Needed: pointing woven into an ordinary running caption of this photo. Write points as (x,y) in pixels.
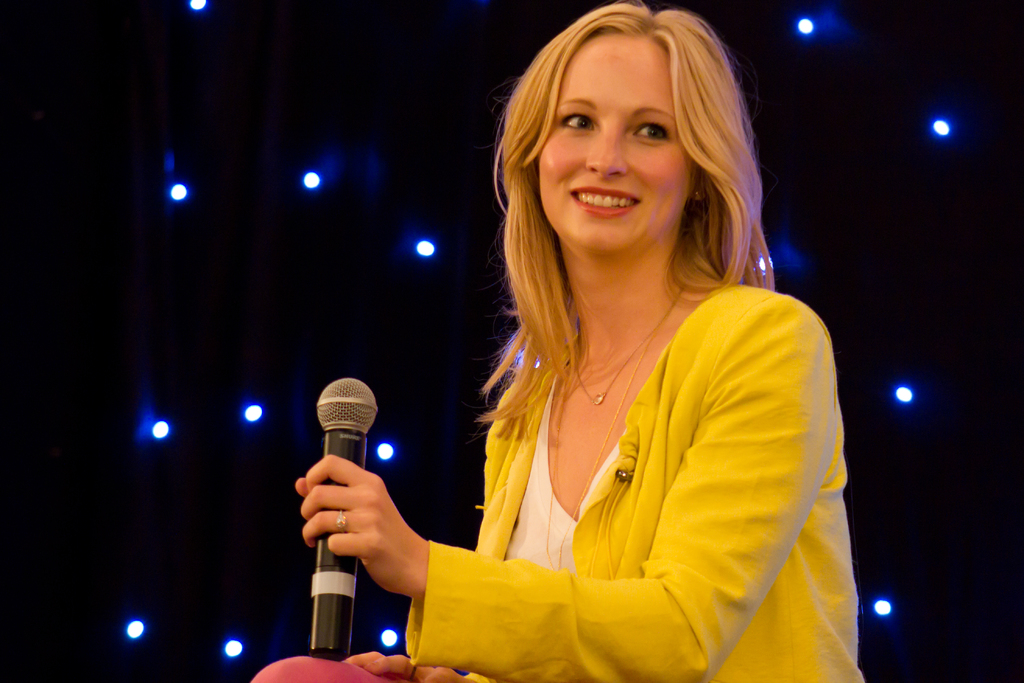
In this image, In the right side (788,475) there is a woman (814,522) sitting and she is holding a microphone (335,447) which is in black color she is smiling, In the background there are some blue color lights (184,189).
